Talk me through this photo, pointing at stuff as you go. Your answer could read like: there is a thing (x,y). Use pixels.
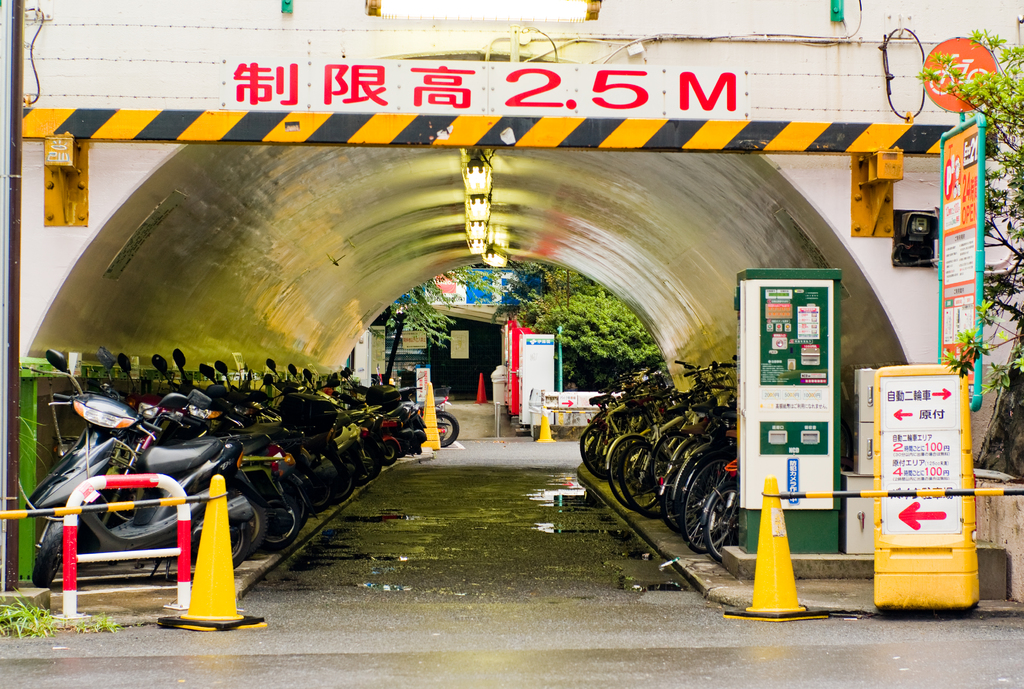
At the bottom of the image (346,638) there is road (647,651). In the background of the image (639,182) there is a bridge (100,222) under which there are vehicles (156,455) and bicycles (596,440) placed. There is a safety cone (216,489) to the left side of the image (210,543). To the right side of the image (1007,242) there is a tree (1007,242). There are advertisement boards (975,289). In the background of the image (635,337) there are trees (549,298), buildings (472,329).
